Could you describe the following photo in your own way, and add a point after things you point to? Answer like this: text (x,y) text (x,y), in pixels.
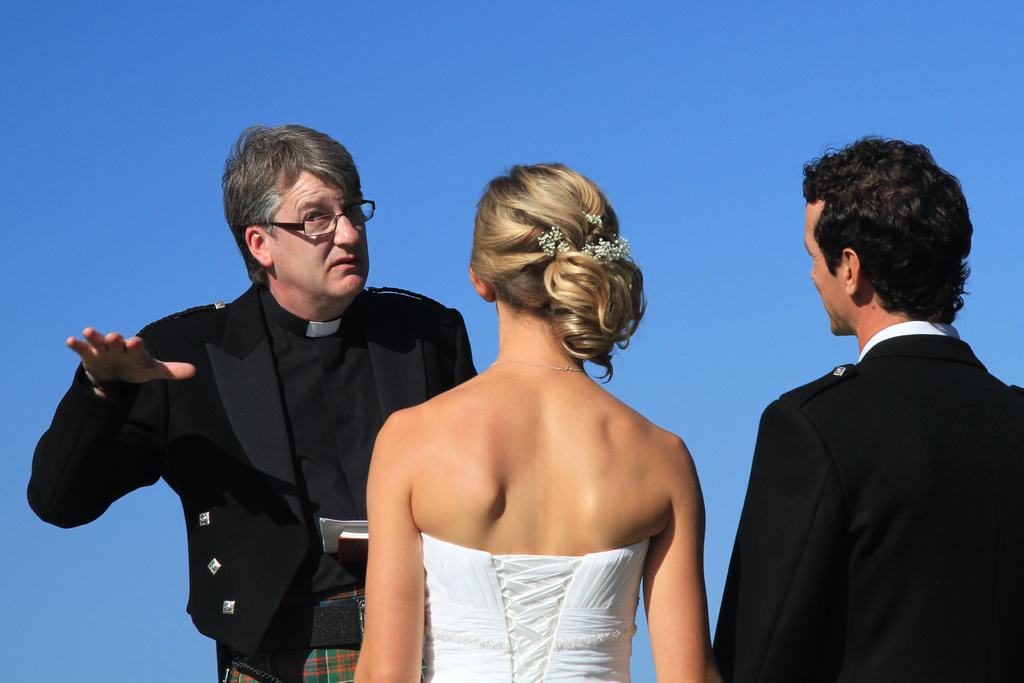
In this image there are three persons (835,238) standing, and there is blue background (638,151).
